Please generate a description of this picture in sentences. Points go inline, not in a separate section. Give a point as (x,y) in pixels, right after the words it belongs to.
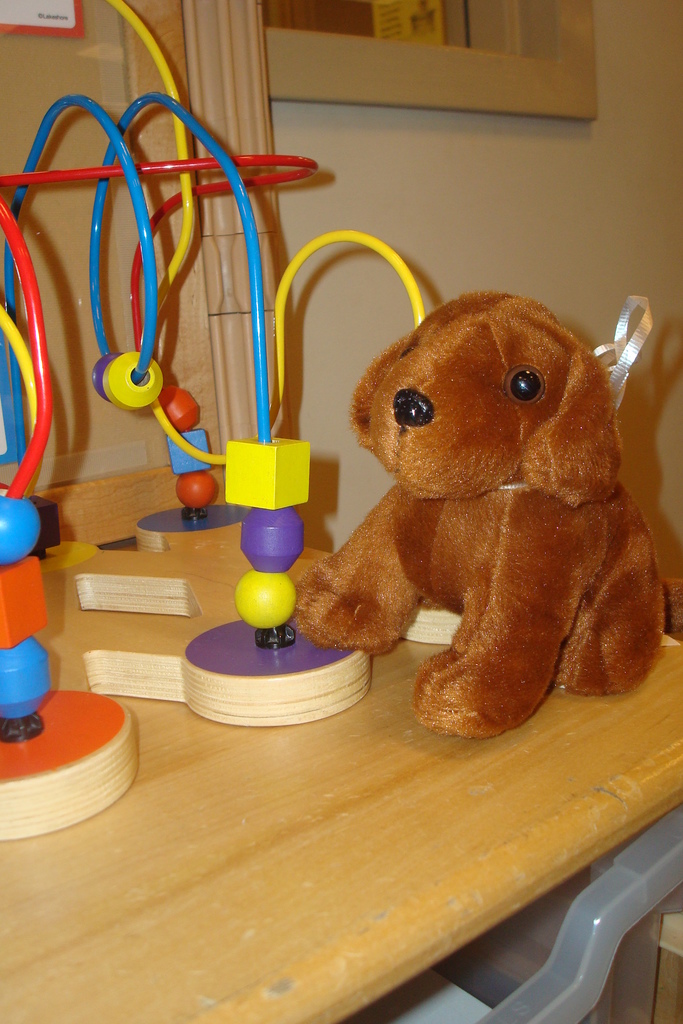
In this image I can see a brown color toy (496,449) and colorful objects (241,692) on the table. I can see a wall (577,217) and few objects (491,65).
